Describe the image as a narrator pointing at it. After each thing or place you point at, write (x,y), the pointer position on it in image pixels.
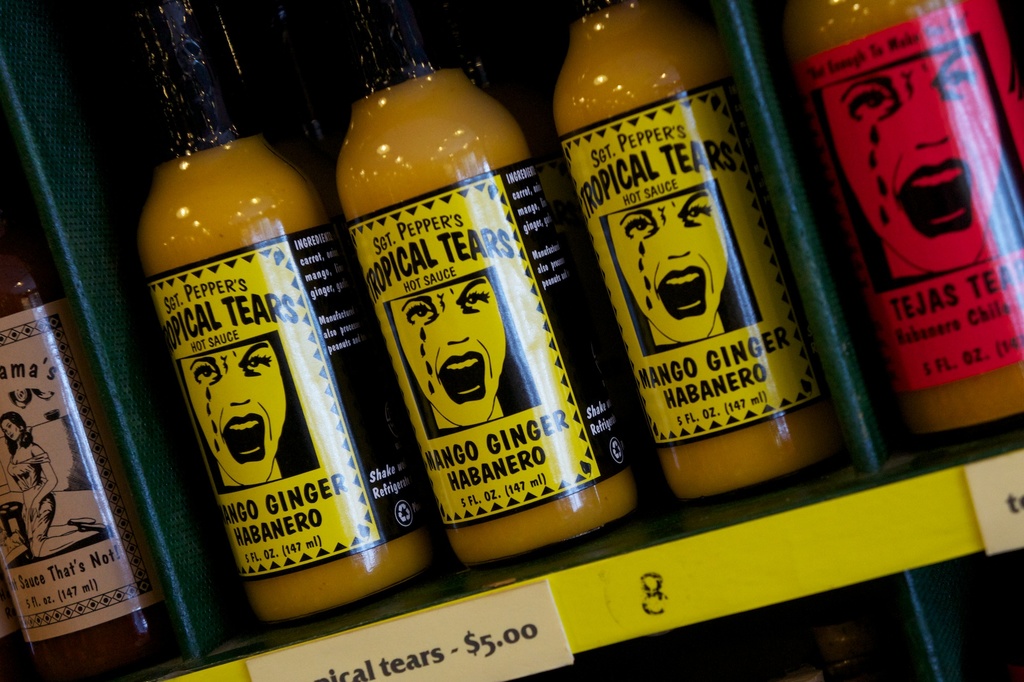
In this image there are bottles (420,326) arranged in the shelves (171,388) and labels (549,645) attached to the shelves (721,531).
